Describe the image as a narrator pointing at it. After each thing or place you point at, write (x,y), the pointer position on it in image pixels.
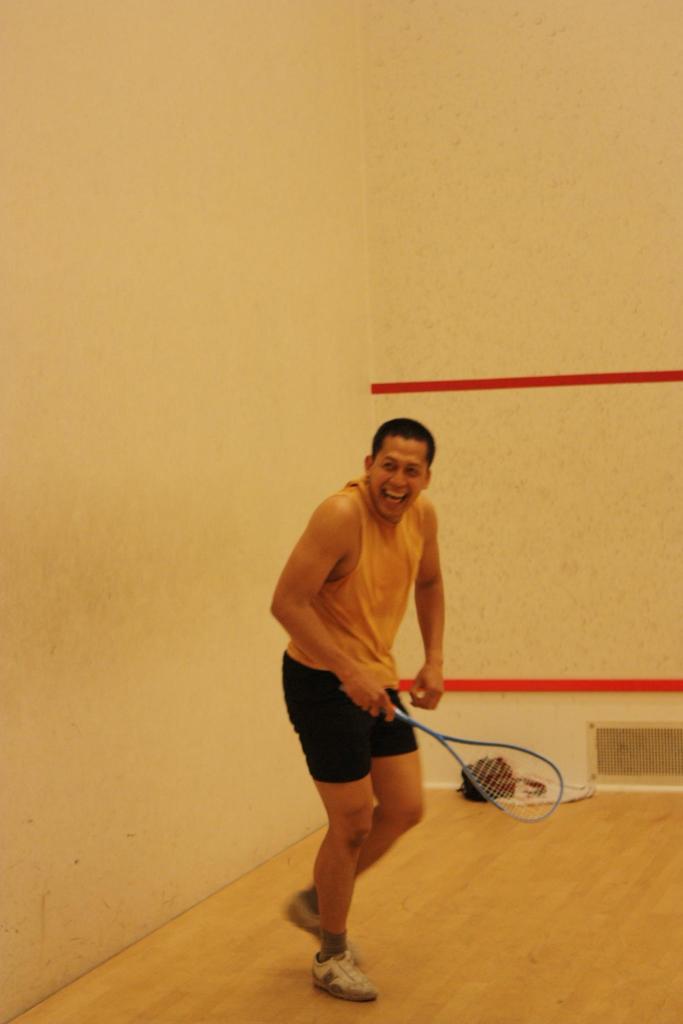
A man (386,567) with yellow shirt (378,586) and black short (334,708) is standing and holding a racket (486,760) in his hand (353,671). He is laughing. He is inside the room (209,940). He wore shoes (343,968).
